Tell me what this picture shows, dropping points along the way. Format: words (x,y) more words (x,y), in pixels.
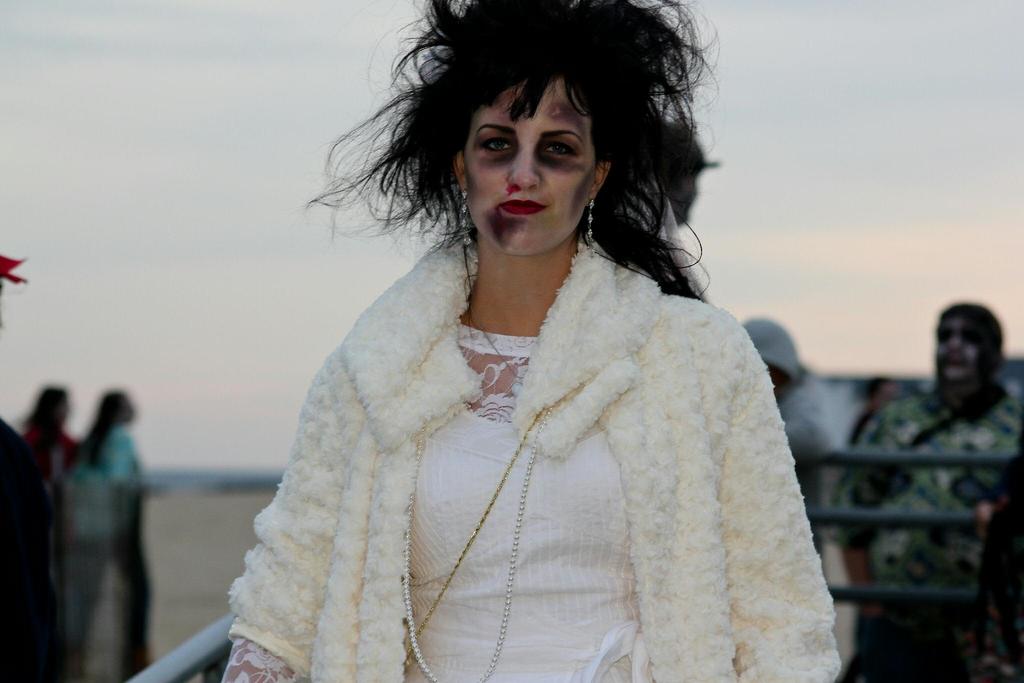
In this image I can see a person (391,318) and the person (562,514) is wearing white color dress (577,514), background (957,410) I can see few other persons (95,549) standing and the sky (210,169) is in white color.
